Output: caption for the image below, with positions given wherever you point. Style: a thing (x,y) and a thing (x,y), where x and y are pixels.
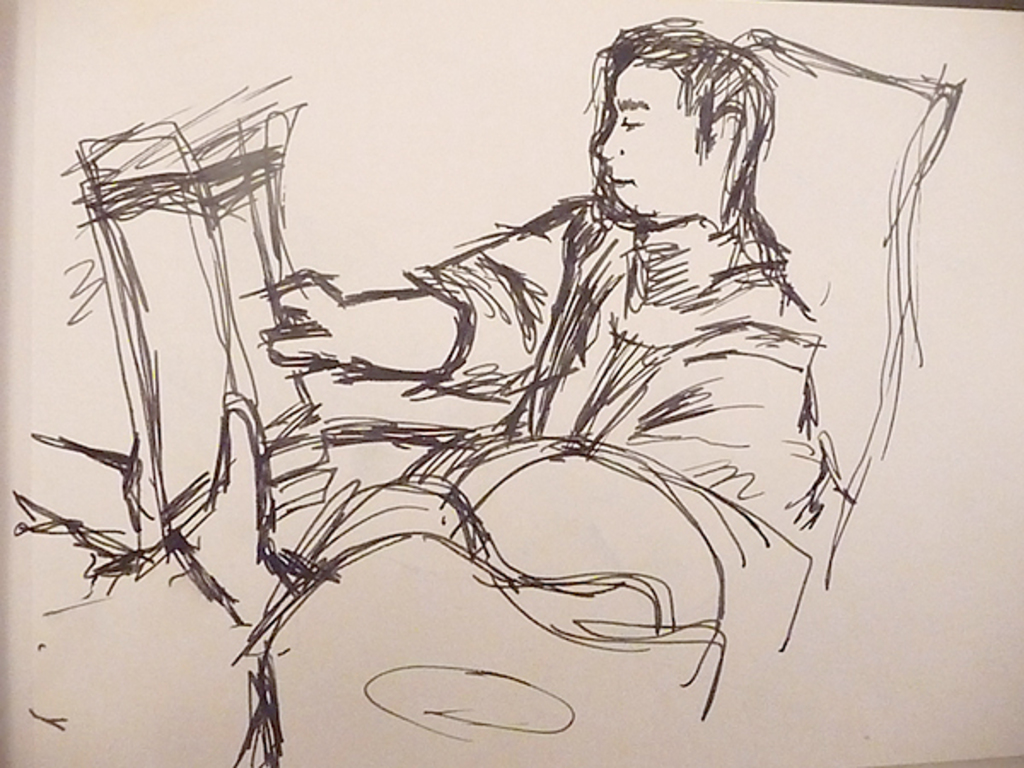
This is a picture of a drawing (756,296). In this picture there is a person (444,354).
